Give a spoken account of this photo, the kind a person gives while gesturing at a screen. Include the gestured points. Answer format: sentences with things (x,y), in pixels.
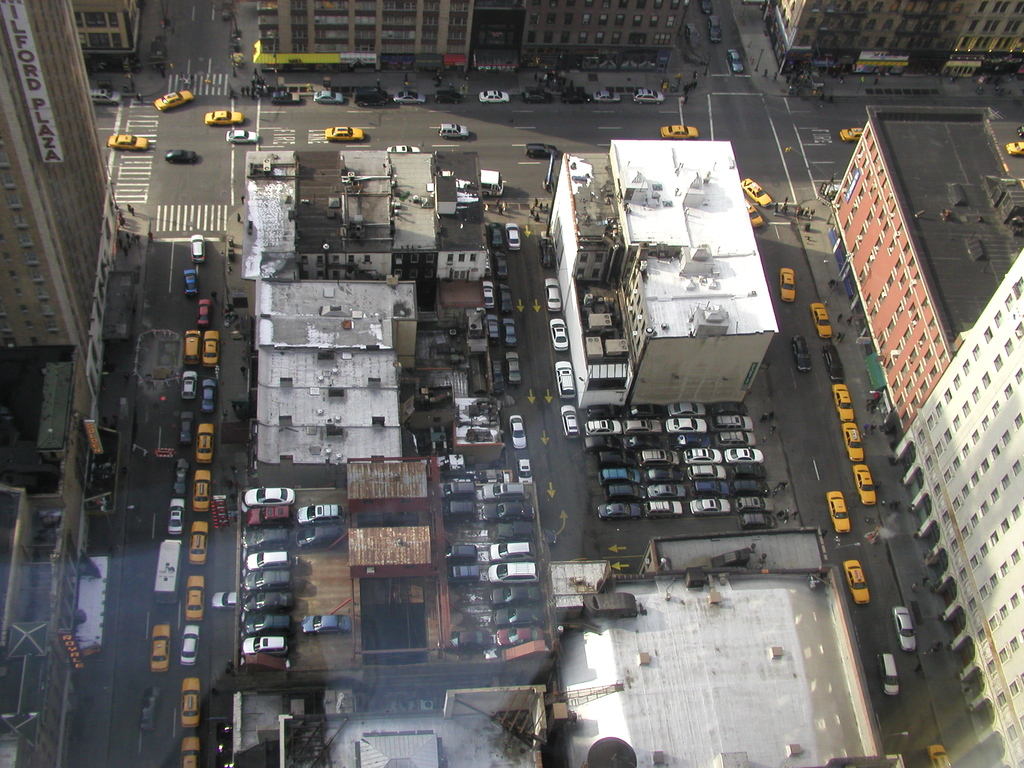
In this picture I can see some vehicles (525,551) are on the roads (552,479), side few people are walking in front of the buildings (5,609).
